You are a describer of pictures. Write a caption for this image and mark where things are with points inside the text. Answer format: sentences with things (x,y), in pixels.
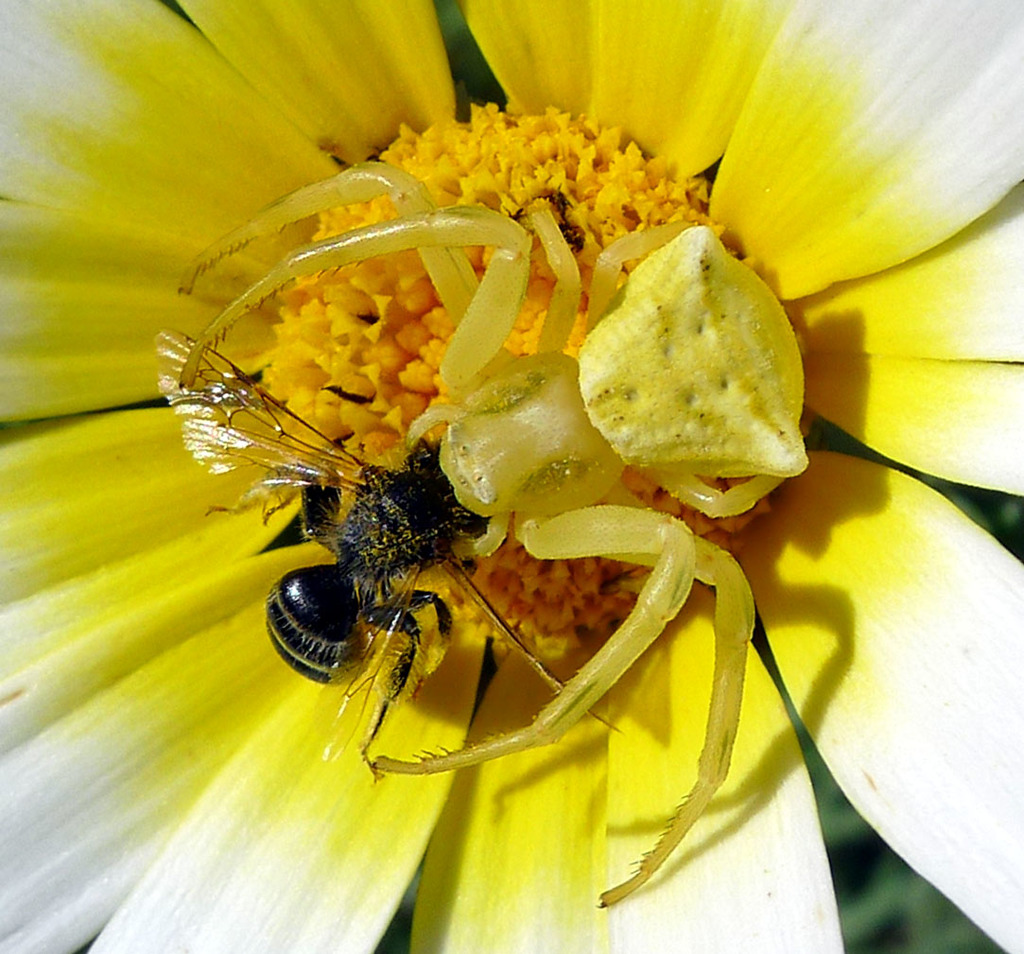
In this picture I can see there is a spider (481,225) and a bee (272,600) on a flower (161,243). It has white and yellow petals (1,890).
